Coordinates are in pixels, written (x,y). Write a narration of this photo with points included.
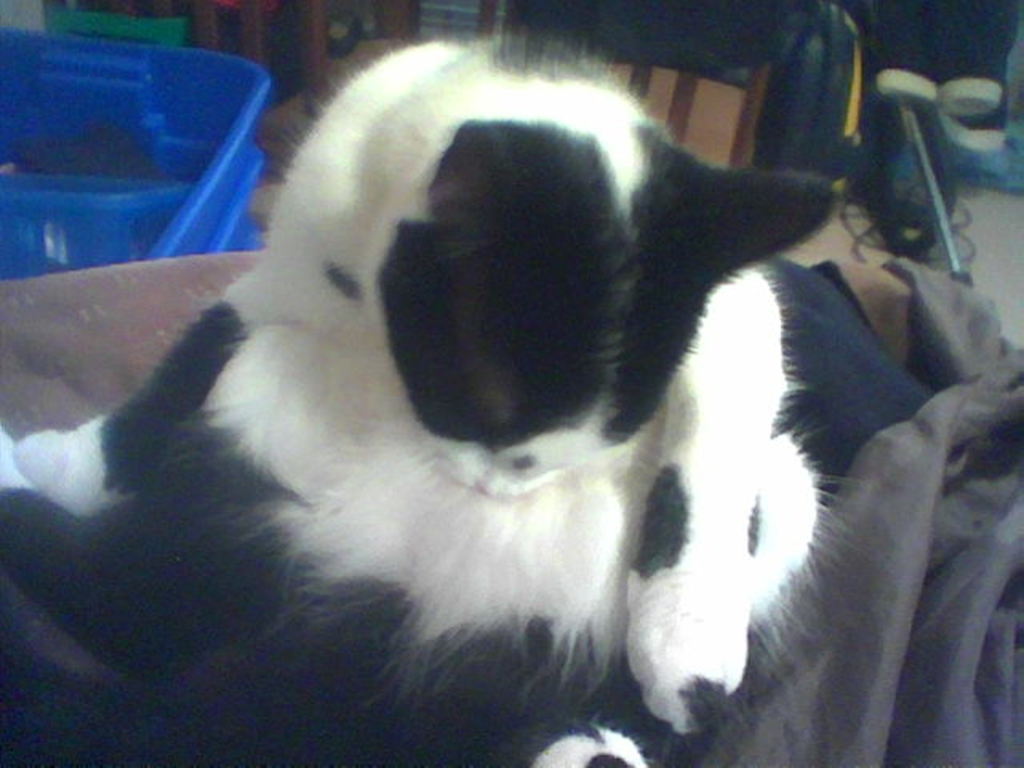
There is a black and white cat (615,570). Near to that there is a cloth (877,586). On the left side (6,107) there is a blue color object (211,160). In the back (454,34) there are few items (726,56).
